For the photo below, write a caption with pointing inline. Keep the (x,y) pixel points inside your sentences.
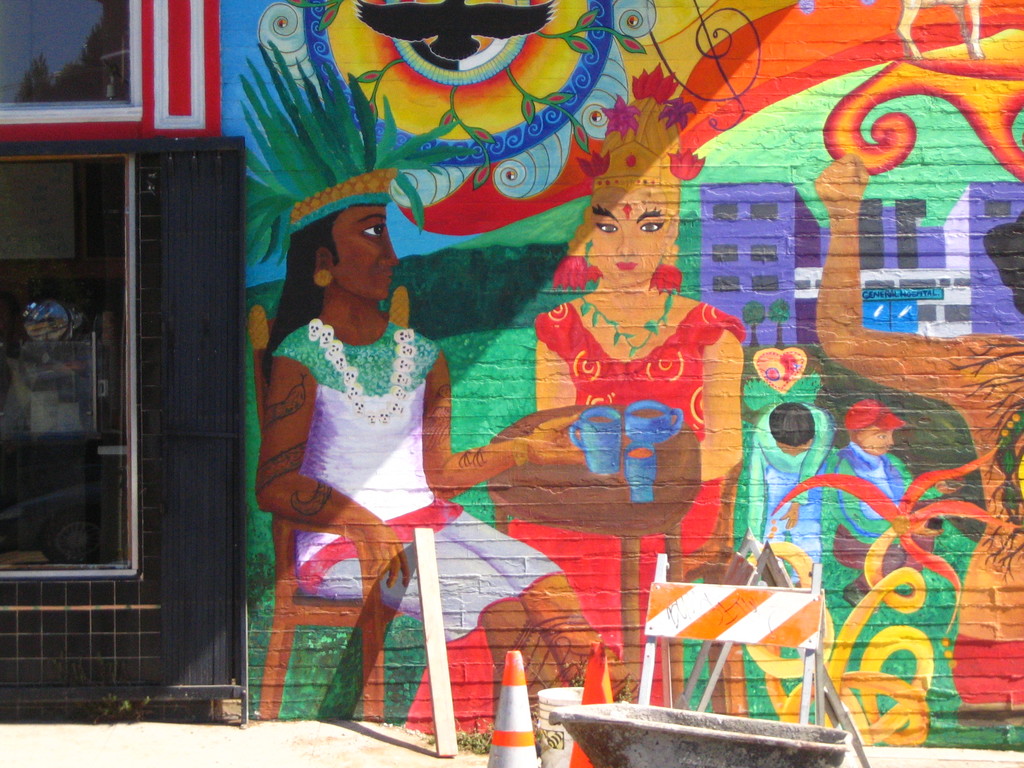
In this image there is a wall (264,255) and we can see a painting (517,552) on it. There is a board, bucket (555,757), traffic cones (583,762) and a tub (801,742). On the left (170,602) there is a fence (176,260).
